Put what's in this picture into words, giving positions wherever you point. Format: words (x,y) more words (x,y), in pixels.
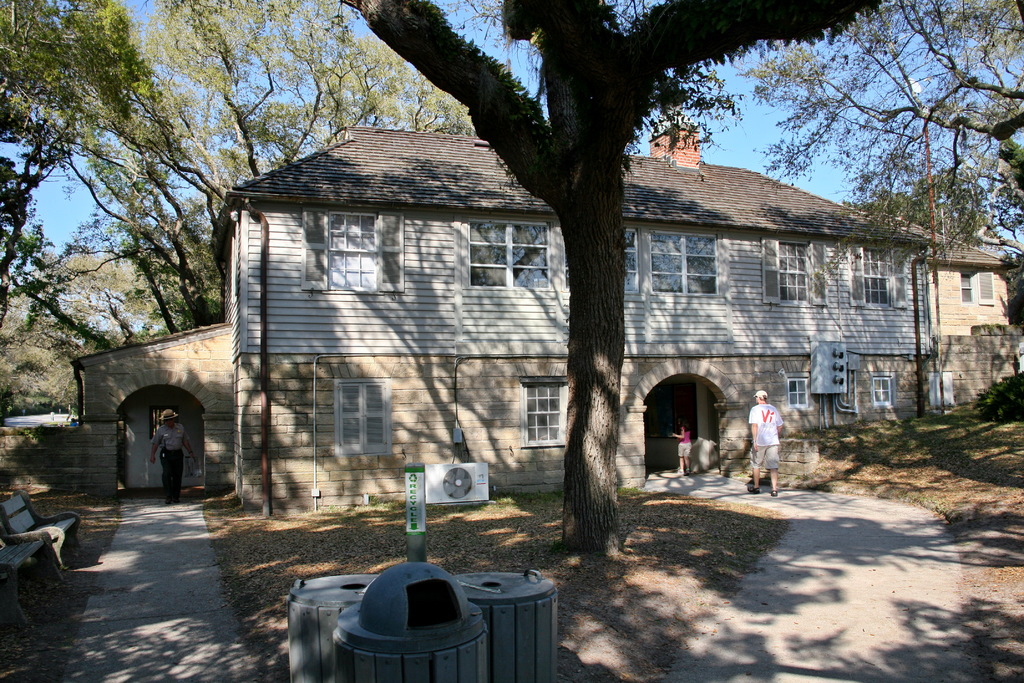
In this picture we can see people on the ground (719,519), here we can see buildings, trees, air conditioner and some objects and we can see sky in the background (855,59).
